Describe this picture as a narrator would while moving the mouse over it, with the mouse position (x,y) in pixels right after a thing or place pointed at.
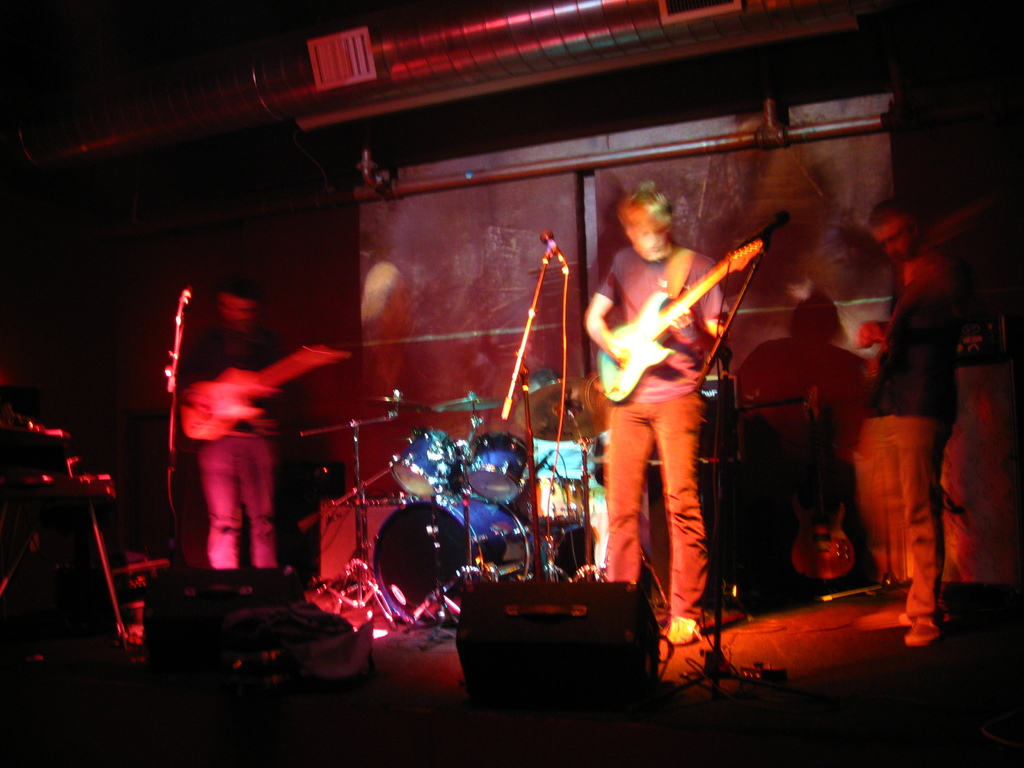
This 3 persons (696,422) are standing. This 2 persons (643,382) hold a guitar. In-front of them there is a mic (549,239) and mic holder (183,303). This are musical instruments (467,466).
